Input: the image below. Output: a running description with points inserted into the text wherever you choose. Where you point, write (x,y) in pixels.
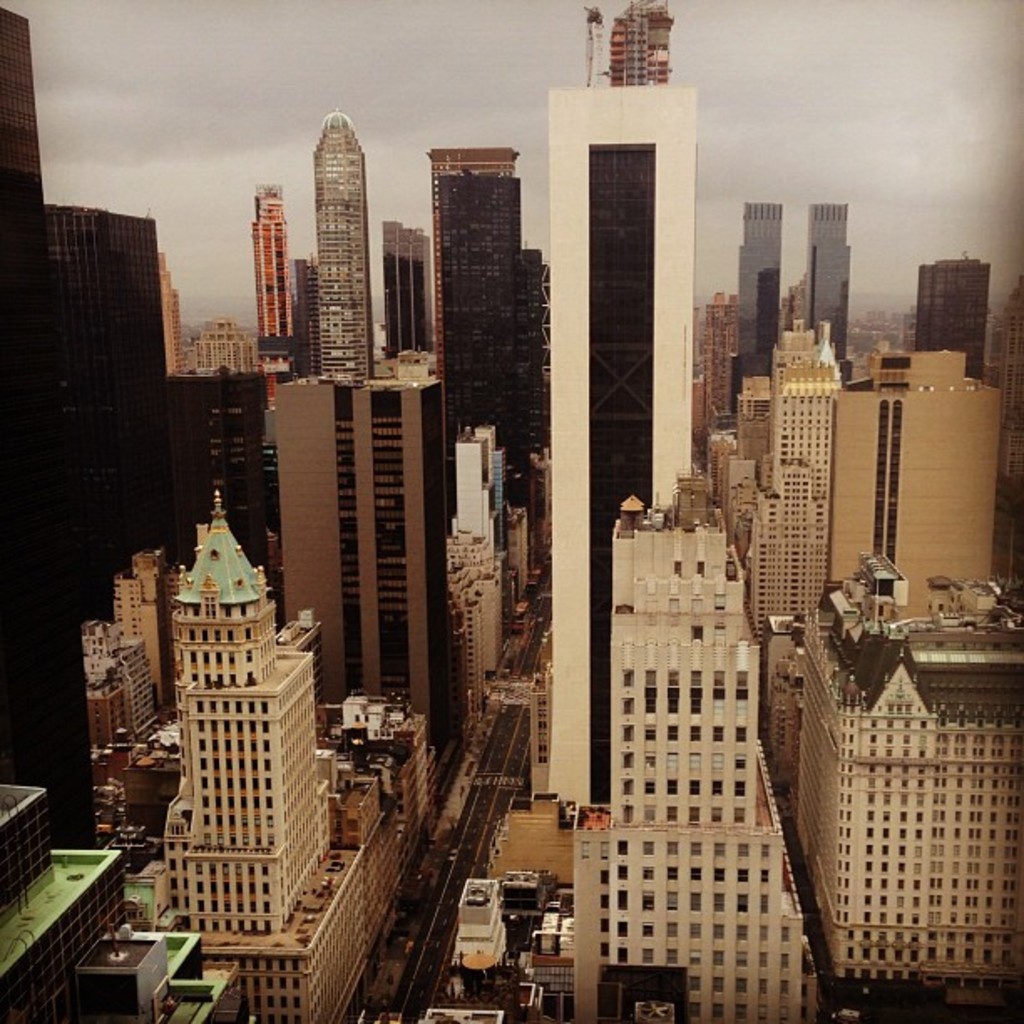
In this image we can see many buildings (654,464). We can also see the towers (342,219). There is a cloudy sky (724,87) and we can see some vehicles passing on the road (478,853).
